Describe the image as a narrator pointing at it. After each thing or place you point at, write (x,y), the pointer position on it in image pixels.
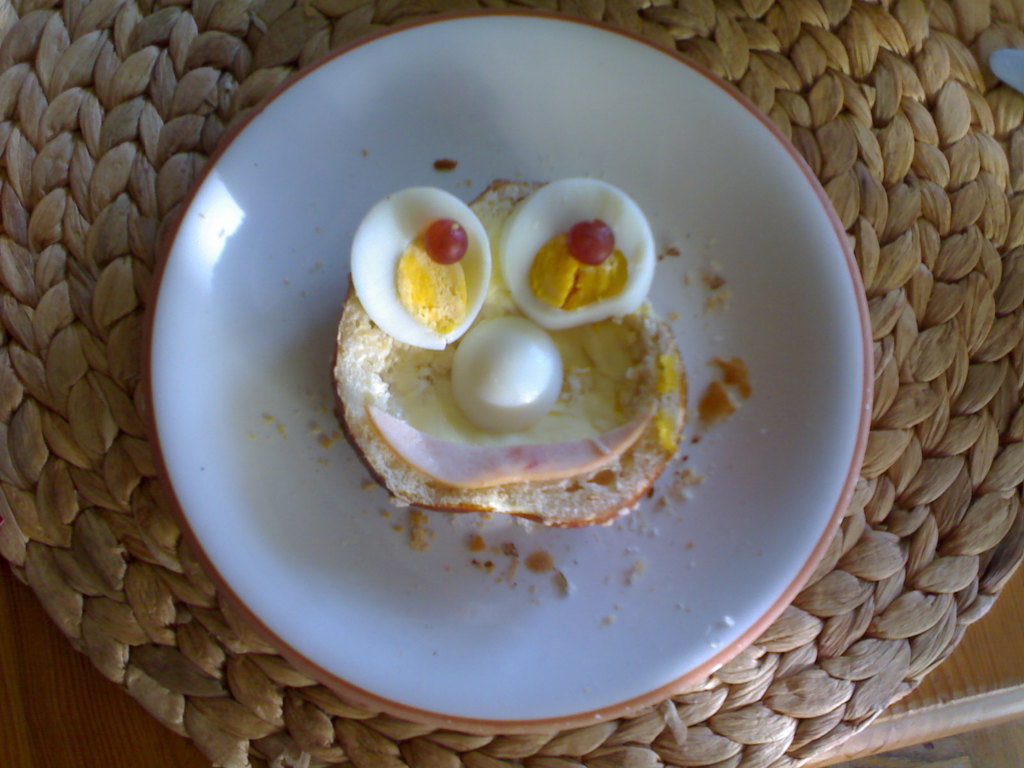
In this image in the center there is one placemat (980,317), and on that placemat (953,490) there is one plate (581,642). In the plate (353,597) there is some food (488,372), and at the bottom (87,683) there is a table (933,711).
